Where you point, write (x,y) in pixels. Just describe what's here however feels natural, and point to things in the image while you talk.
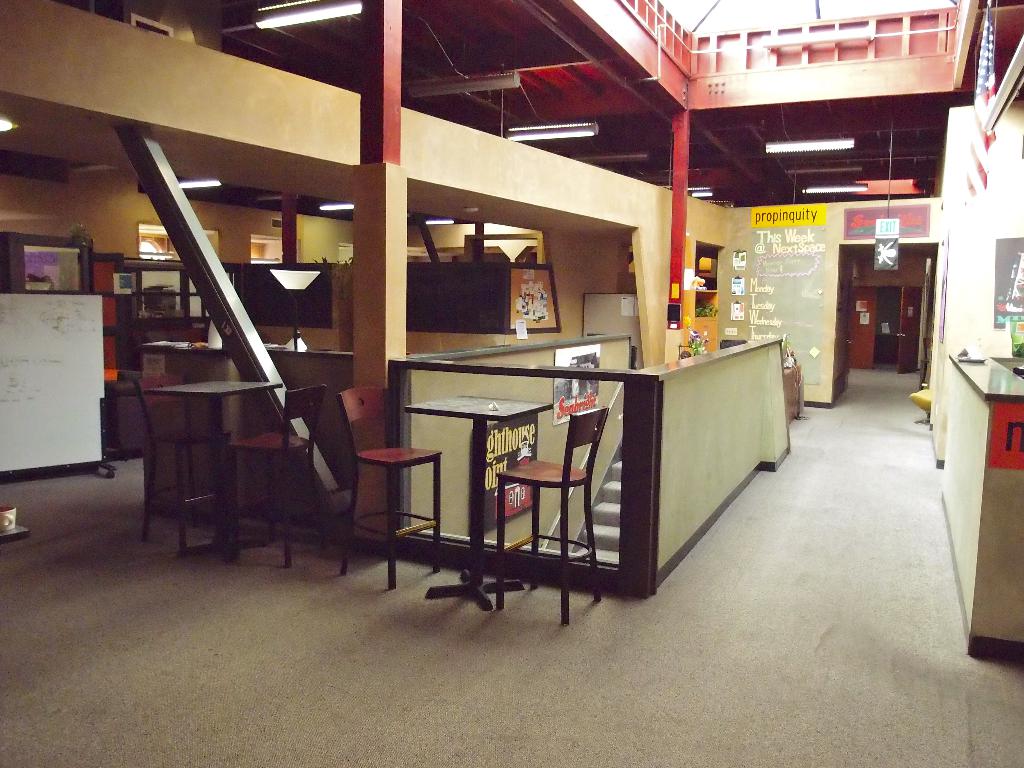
This is an inside view of a building (619,287) and here we can see tables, chairs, boards (569,389), a flag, lights (488,79), doors (903,302) and some other objects (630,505) and we can see stairs (604,495). At the bottom (233,633), there is a floor (381,646).
